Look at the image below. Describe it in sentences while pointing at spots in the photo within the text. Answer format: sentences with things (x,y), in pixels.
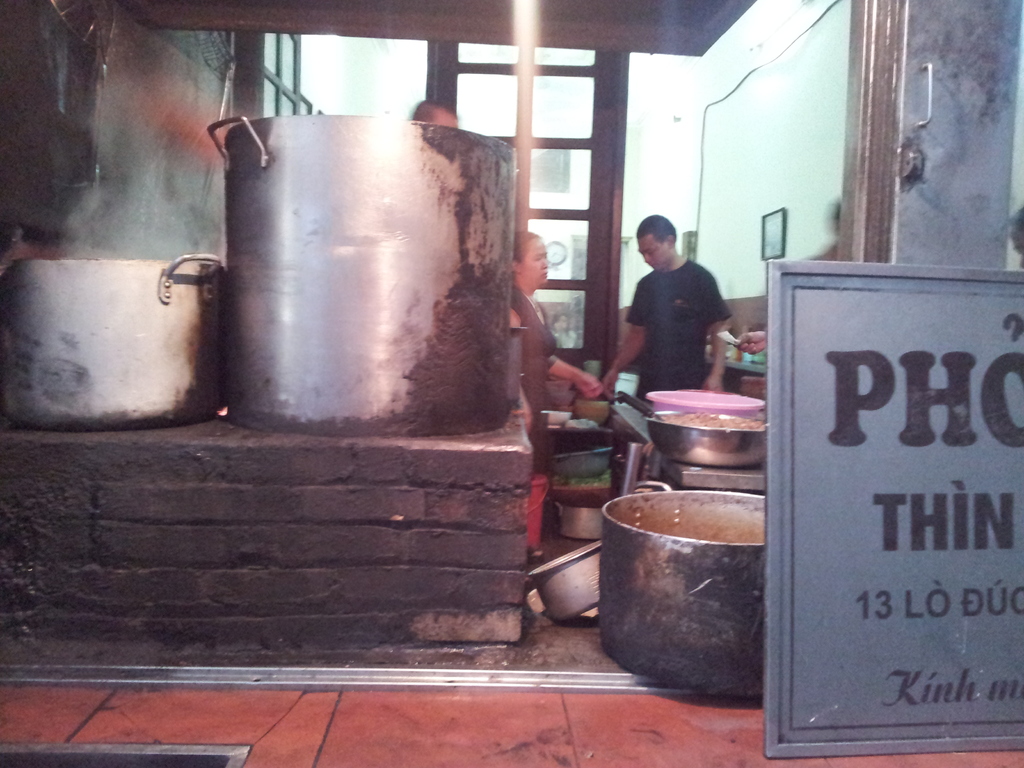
In the background (682,189) we can see a clock (549,250) on the wall (668,170). On the right side of the picture (826,250) we can see the people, frame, few containers (722,433) and the food (739,418). We can see a board (891,638) and a handle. On the left side of the picture (11,354) we can see the containers (241,333) on the brick wall (479,435), doors (554,205). In this picture we can see few objects (911,145). At the bottom portion of the picture (533,740) we can see the floor (426,736).
